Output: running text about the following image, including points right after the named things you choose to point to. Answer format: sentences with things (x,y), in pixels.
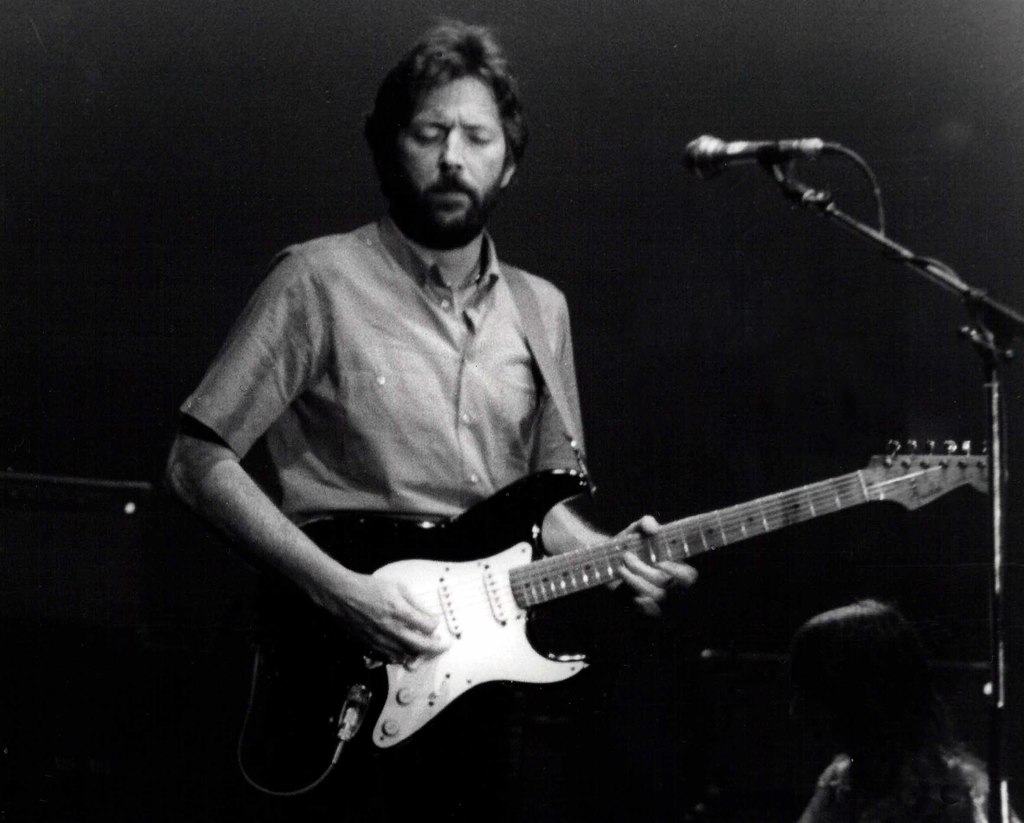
As we can see in the image there is a man (459,241) holding guitar (477,617) in his hands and there is a mike (745,155).
